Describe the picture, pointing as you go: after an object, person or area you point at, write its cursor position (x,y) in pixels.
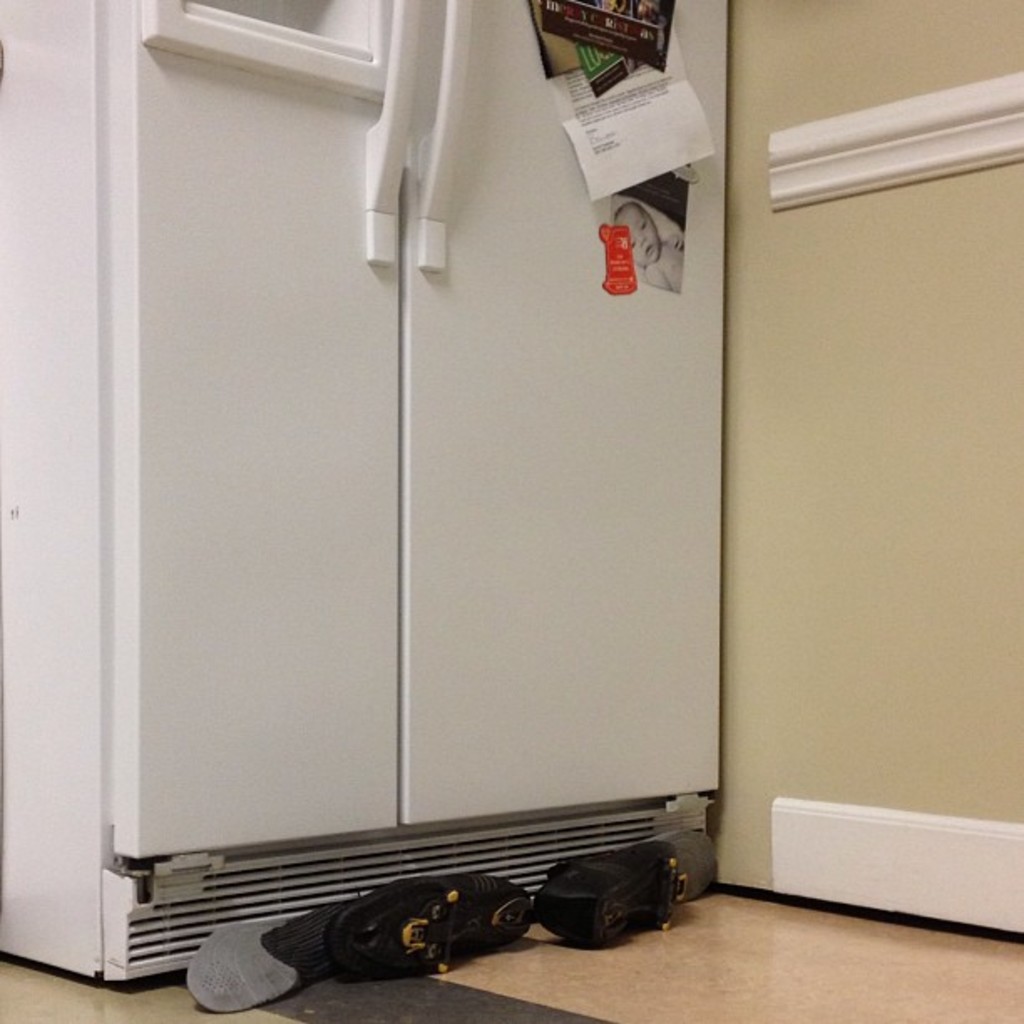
In the picture we can see a door (575,198) to which some posters (575,25) are attached, there is footwear (244,1002) and on right side of the picture (835,331) there is a wall (803,243).
